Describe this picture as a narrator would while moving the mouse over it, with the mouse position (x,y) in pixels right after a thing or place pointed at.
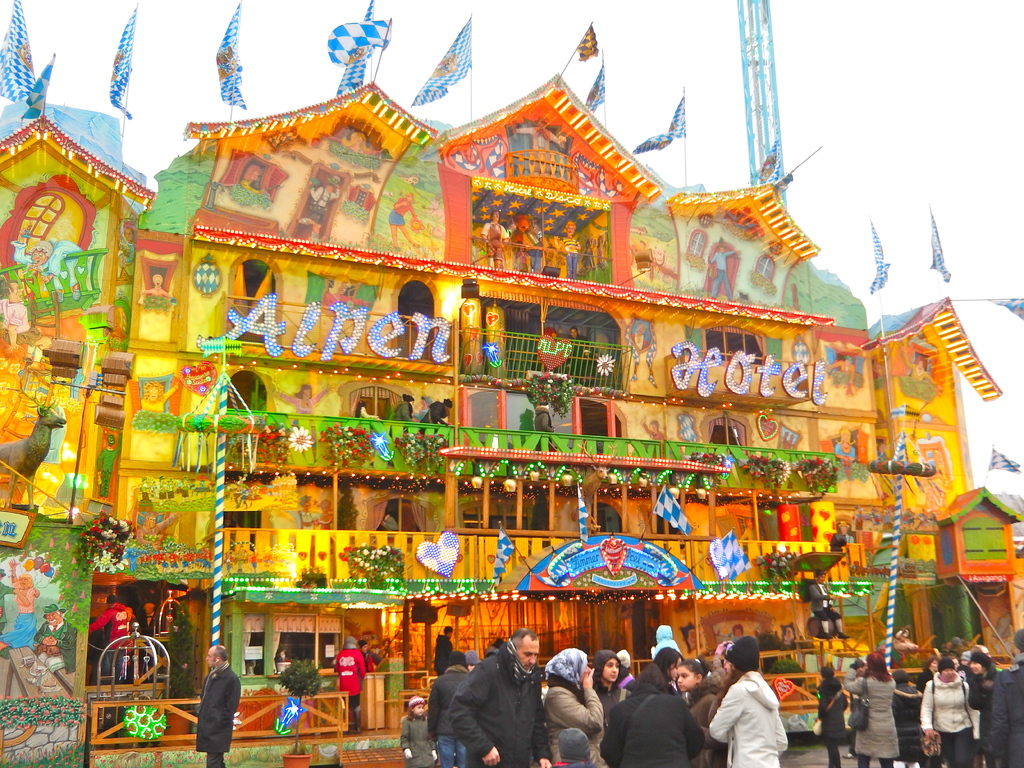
There are people (766,758) in the foreground area of the image (715,720), it seems like a decorated building structure (587,223), flags (651,148), tower (775,40) and the sky (724,144) in the background (724,167).
